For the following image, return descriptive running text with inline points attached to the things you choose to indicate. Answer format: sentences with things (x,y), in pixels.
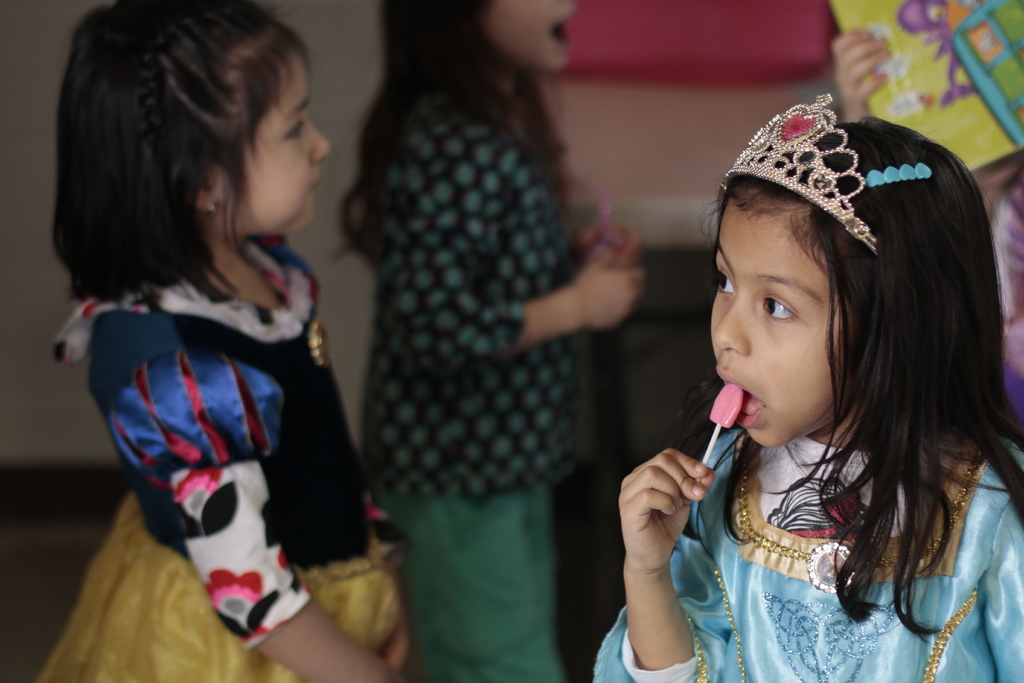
In this image I can see the group of people (915,147) with different color dresses (709,572). I can see one person (701,478) holding the food (715,430) and another person (869,67) holding an object (935,76). I can see the blurred background (15,511).
